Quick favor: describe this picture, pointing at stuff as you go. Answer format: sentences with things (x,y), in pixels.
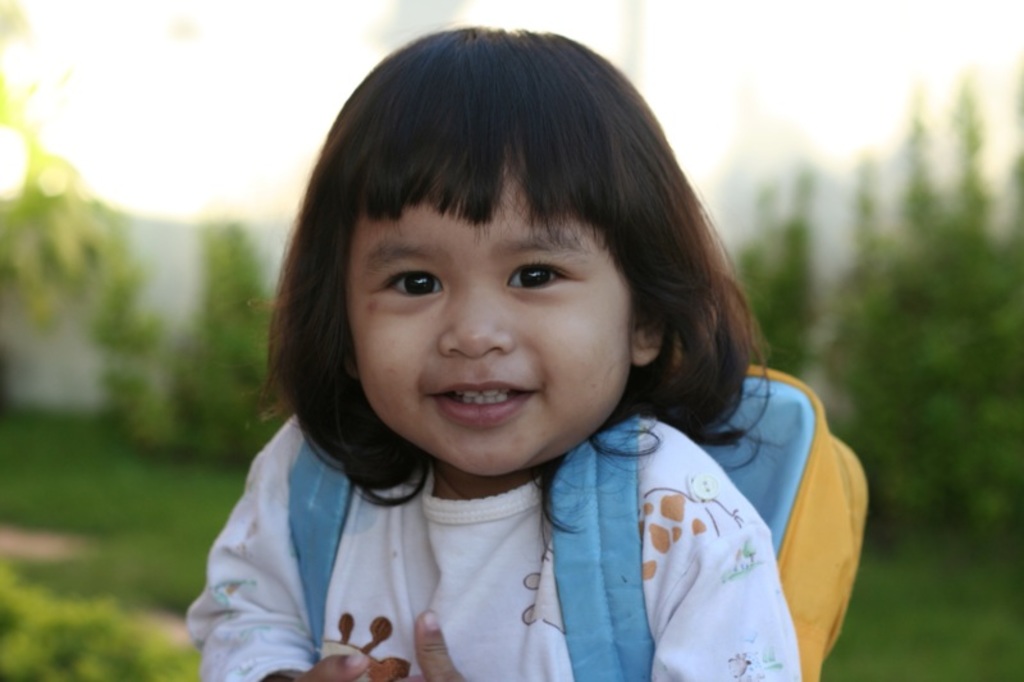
In this image, we can see a kid (677,619) carrying a bag (555,556) and the background (107,468) is blurred.
